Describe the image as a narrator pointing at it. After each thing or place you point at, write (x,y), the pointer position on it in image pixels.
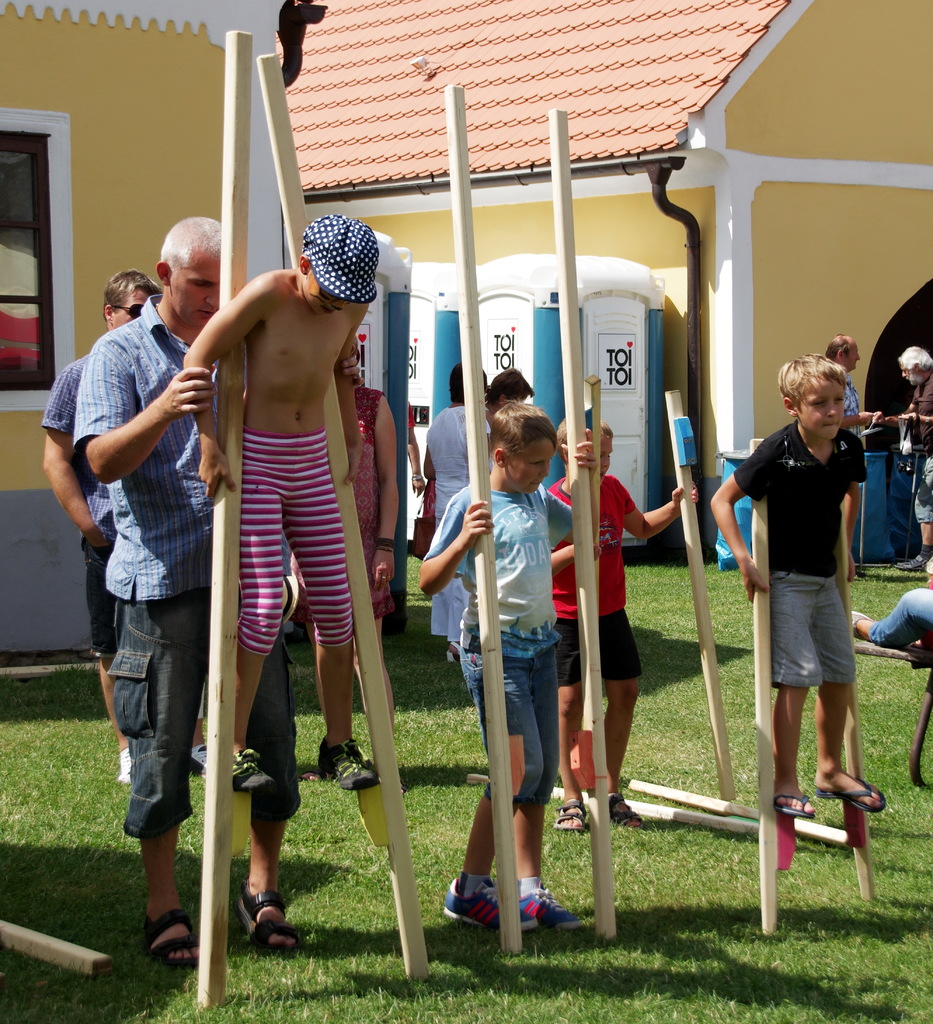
In this image we can see a group of people (566,510) standing on the ground (662,1004). In that some are standing on the sticks (581,532) and holding them. We can also see some grass (686,1004) and wooden sticks (637,806) on the ground (546,939). On the right side (856,626) we can see a person (915,626) sitting. On the backside (887,539) we can see some movable washrooms (597,357), containers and a house (108,226) with a window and a roof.
